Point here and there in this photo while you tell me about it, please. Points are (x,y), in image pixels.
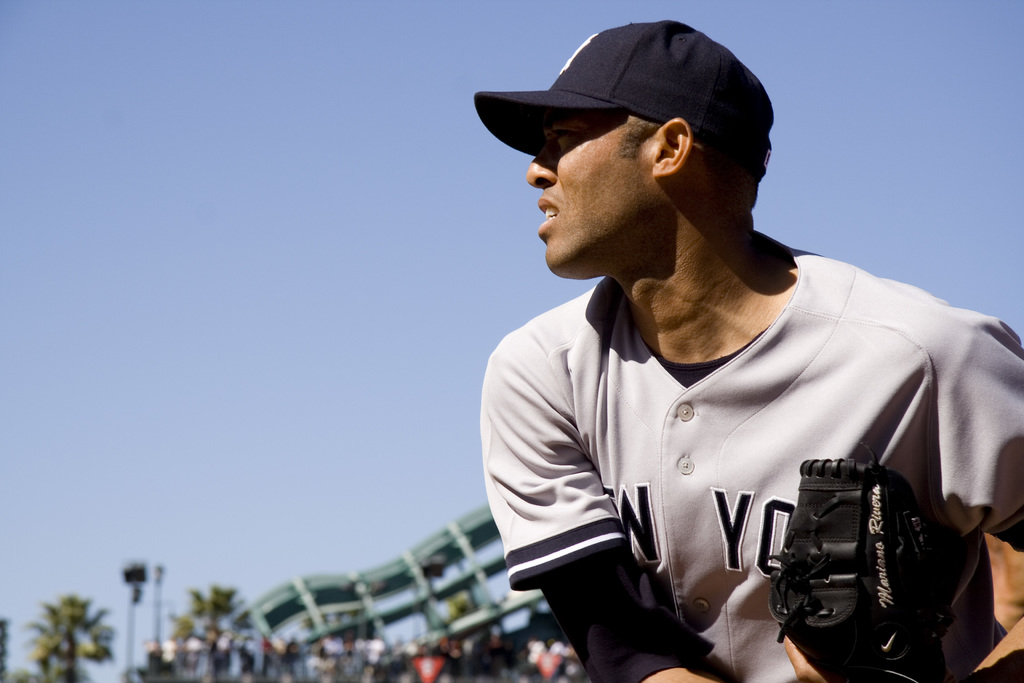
On the right side of this image (784,417) there is a man (687,498) wearing a t-shirt (838,329), cap (685,94) on the head (641,63), holding an object (890,575) in the hand (849,645) and looking at the left side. In the background (169,644) there are few people (225,652), trees (52,622) and a building (372,594). At the top of the image (317,165) I can see the sky (251,272).
